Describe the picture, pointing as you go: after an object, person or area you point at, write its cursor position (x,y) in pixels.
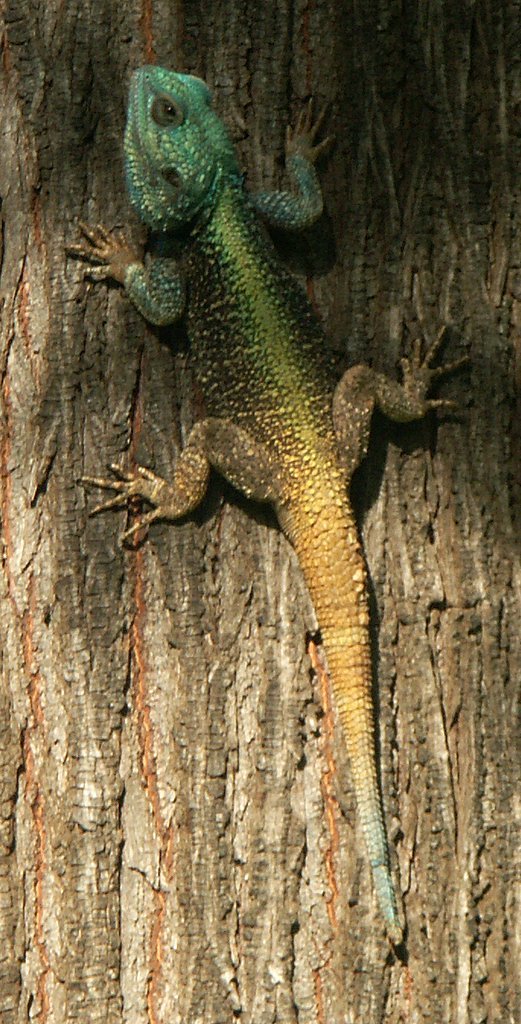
In this picture we can see a lizard (195,456) on a tree trunk (270,535).
